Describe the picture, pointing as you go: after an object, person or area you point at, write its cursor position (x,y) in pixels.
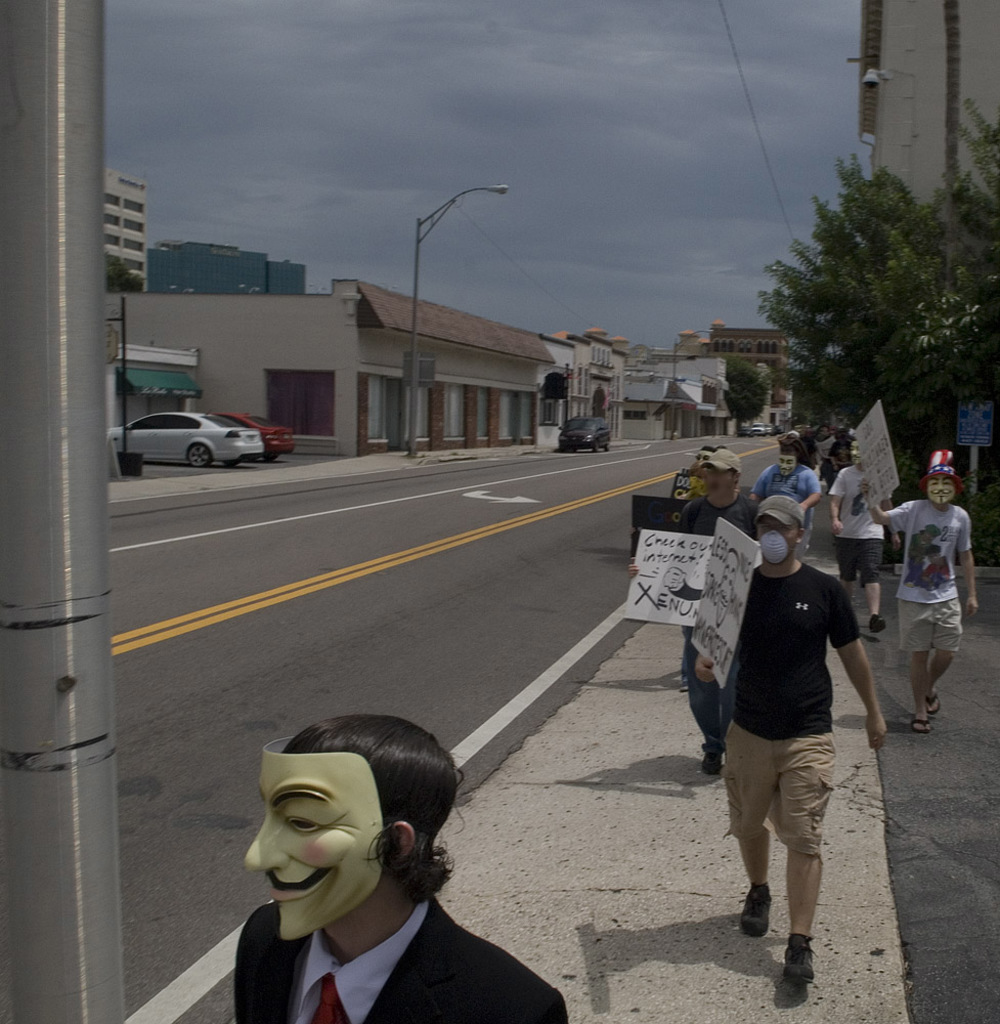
This is an outside view. On the right side (864,527) there are few people (922,525) wearing masks (333,856) to their faces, holding boards (654,603) in the hands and walking. On the left side (185,438) there are few cars (219,436) on the road (278,539). On both sides of the road (504,474) there are light poles (418,300), trees (799,361) and buildings (500,404). At the top of the image (435,108) I can see the sky (472,90) and clouds (479,93).
